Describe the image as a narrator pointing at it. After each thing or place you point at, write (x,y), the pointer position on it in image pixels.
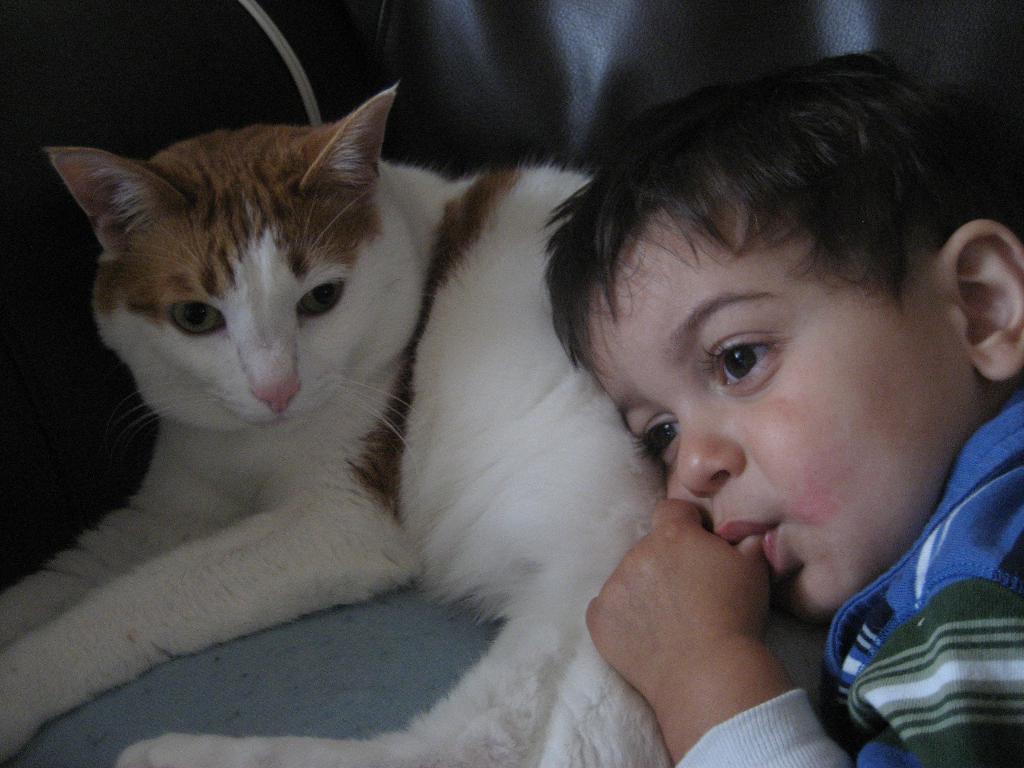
In this image we can see a cat (378,453) and child (833,513).
